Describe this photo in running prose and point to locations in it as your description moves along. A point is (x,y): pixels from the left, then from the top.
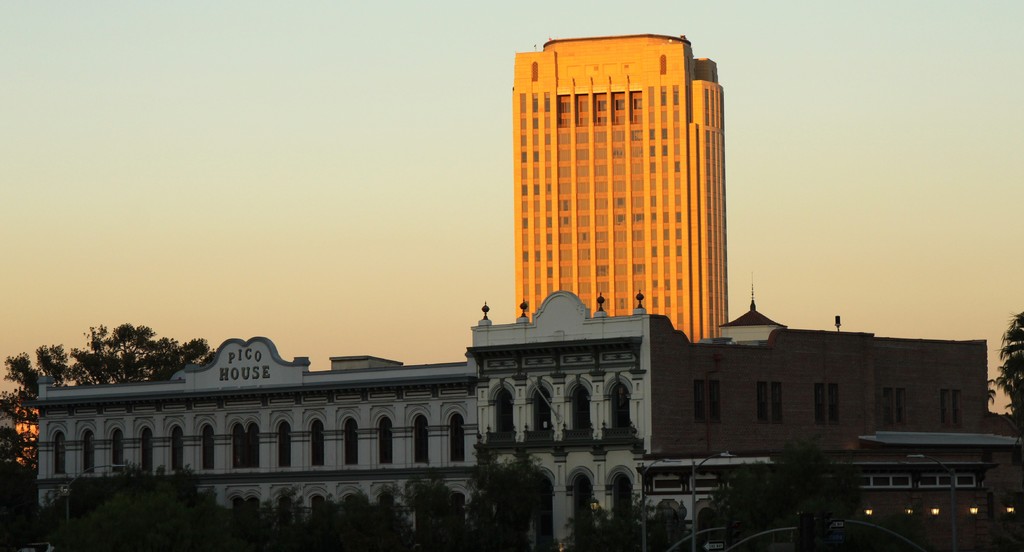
At the bottom of the image (395,542) there are trees (288,519) and also there are poles (693,535) with street lights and lamps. Behind the trees (819,451) there is a building (545,357) with pillars (483,391), walls (484,405), windows (502,412), arches (538,393) and roof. And also there is a name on it. Behind that building (263,395) there is a building (575,178) with glasses (650,135) and walls (670,245). In the background (288,230) there is sky (434,114).
